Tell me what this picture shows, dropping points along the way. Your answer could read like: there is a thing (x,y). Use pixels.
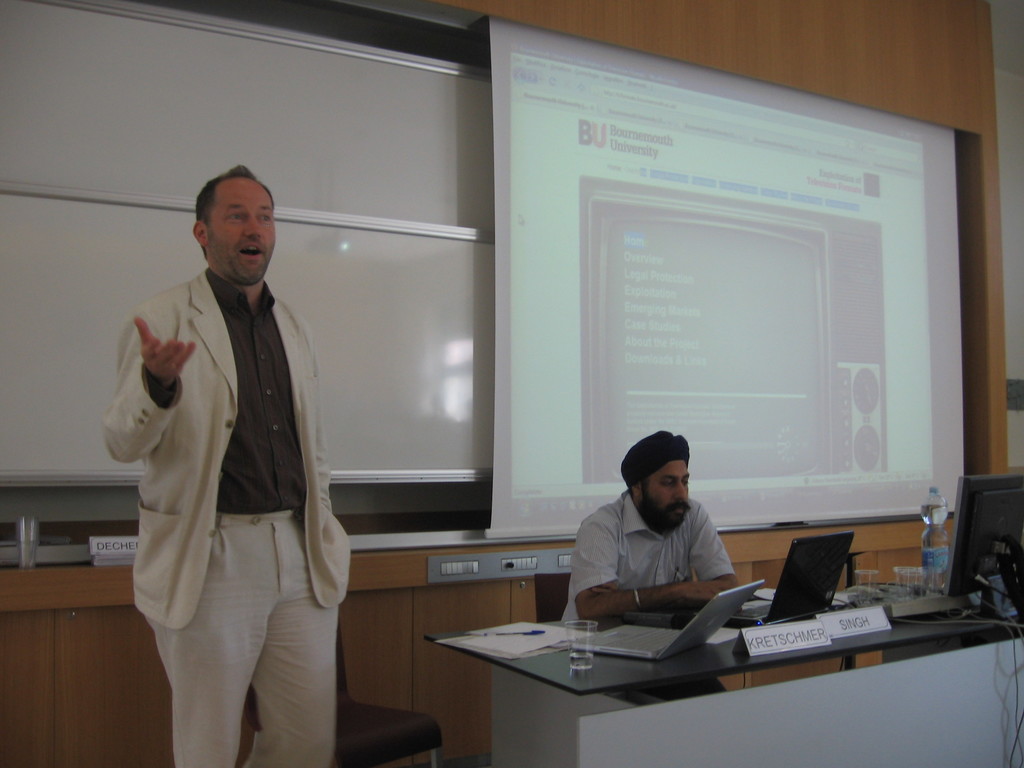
In this image we can see a person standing on the left side (317,698) and he is smiling. Here we can see a man (669,587) sitting on a chair (561,612) and he is working on a laptop (739,617). This is a table (591,684) where laptop's (840,553), name plates (867,616) and glasses (918,578) are kept on it. Here we can see a screen (768,301).
